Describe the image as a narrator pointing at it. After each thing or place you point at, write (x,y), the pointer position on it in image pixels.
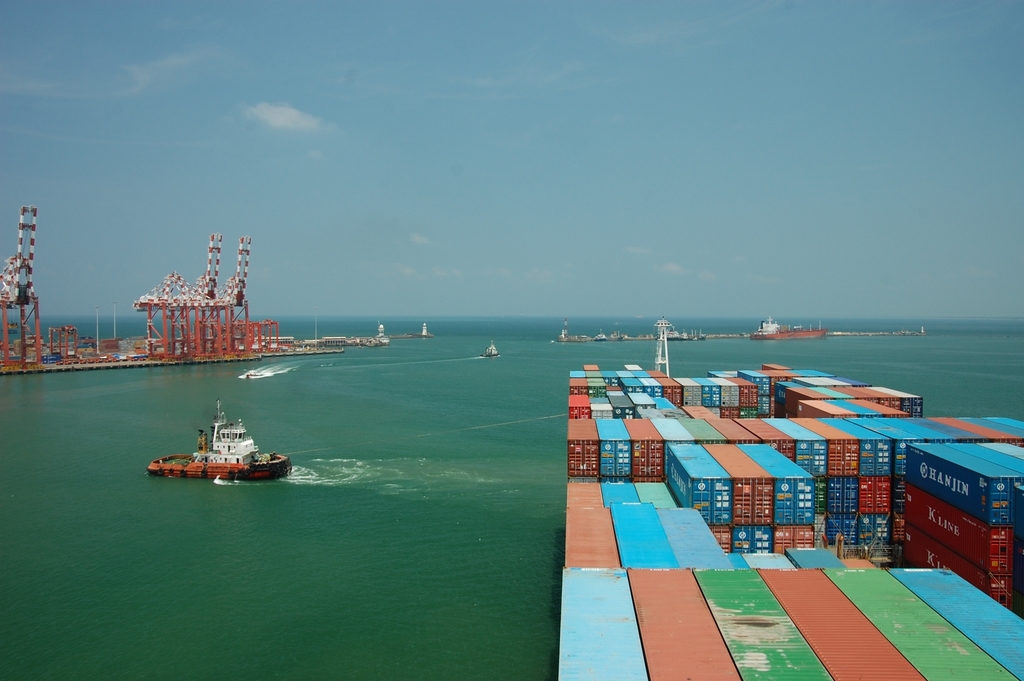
In this image we can see an ocean (313,536) and right side of the image (835,509) containers (808,495) are present. The sky (577,181) is in blue color. Left side of the image (187,332) some area of metal things (227,314) is there.
